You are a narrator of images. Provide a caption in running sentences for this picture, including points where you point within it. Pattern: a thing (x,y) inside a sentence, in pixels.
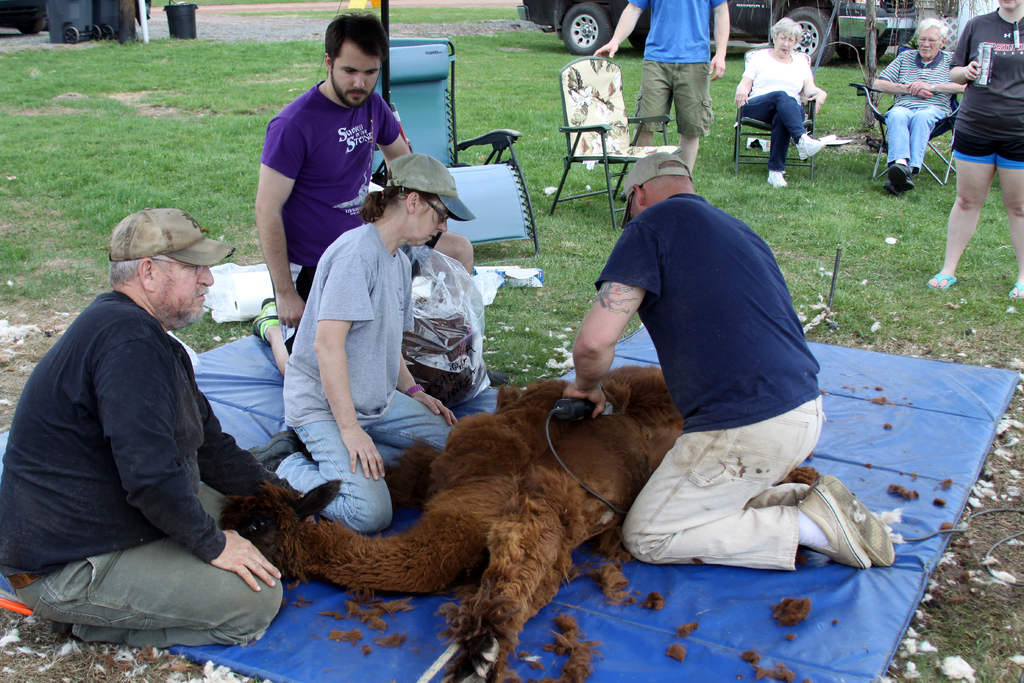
Chairs (603,137) on grass (834,243). These two persons (782,104) are sitting on chairs (950,118). These two persons (968,168) are standing. A animal (621,464) on this carpet (902,369). This man (694,473) is holding a machine (562,406) and removing wool (604,389) from the animal (516,432). Beside this animal (488,460) these persons (302,447) are sitting. Far there is a bin (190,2). A vehicle (591,36) on this grass (559,60). This woman (421,202) wore spectacles (438,217) and cap (422,186).
